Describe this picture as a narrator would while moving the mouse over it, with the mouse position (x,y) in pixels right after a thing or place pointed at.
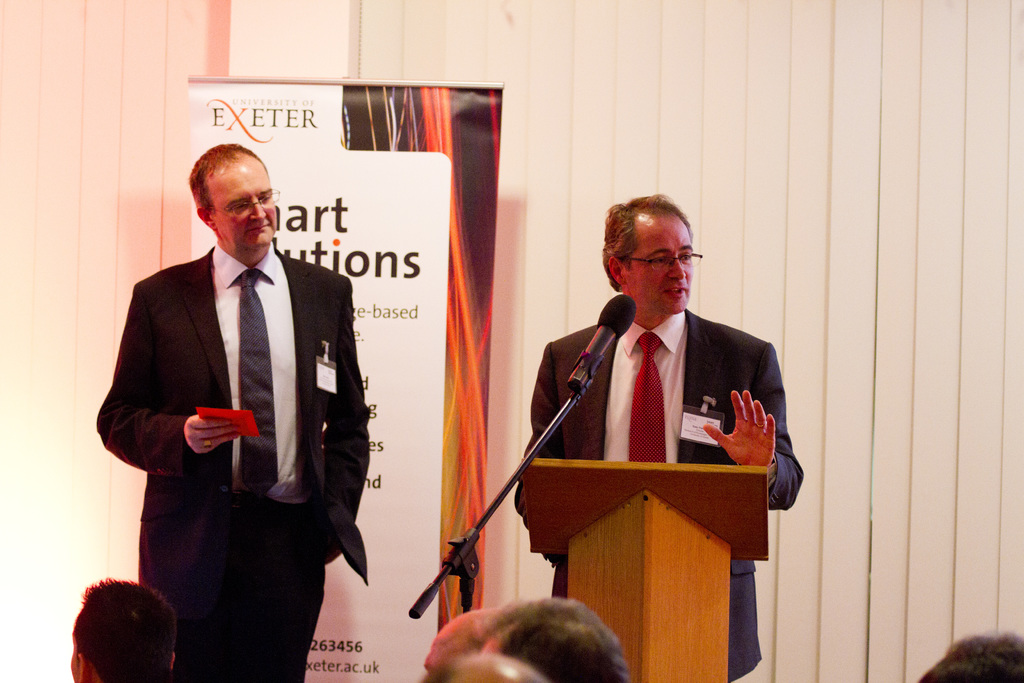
In this image we can see persons (264,361) standing on the dais (542,466). On the right side of the image (729,431) we can see person (625,408) standing at the mic (584,381). At the bottom of the image (441,674) we can see persons (553,680). In the background (861,619) we can see advertisement (473,158) and wall (700,87).
